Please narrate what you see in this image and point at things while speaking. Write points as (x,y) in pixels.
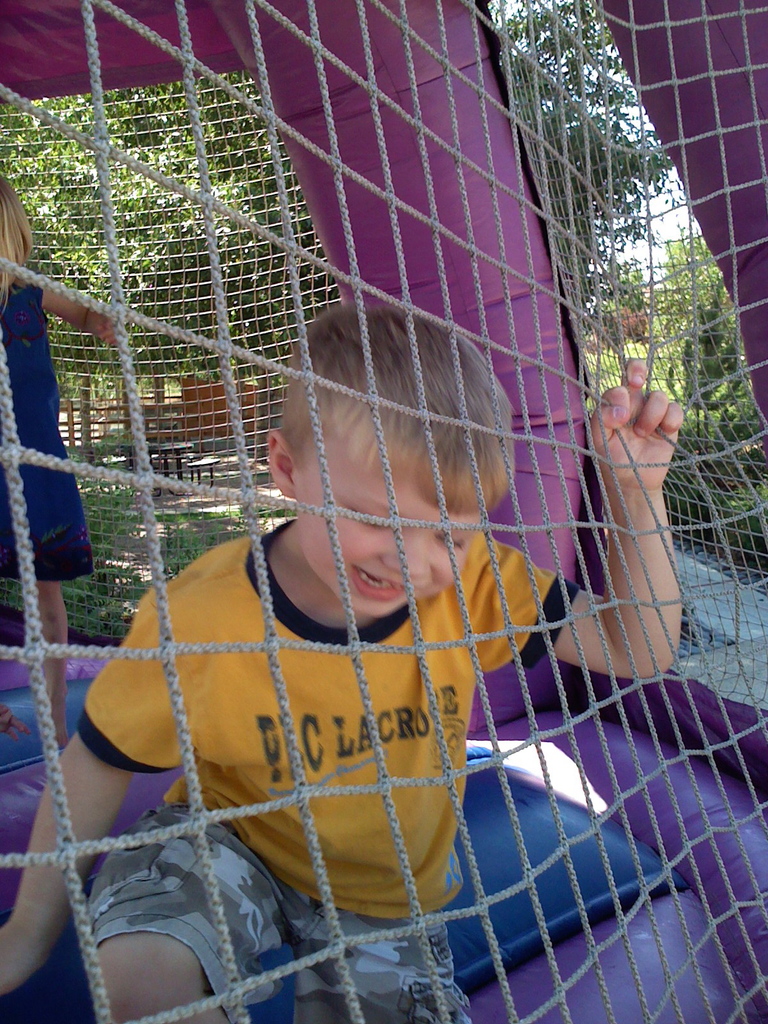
In this picture I can see the children (236,557). I can see the net (435,482).
